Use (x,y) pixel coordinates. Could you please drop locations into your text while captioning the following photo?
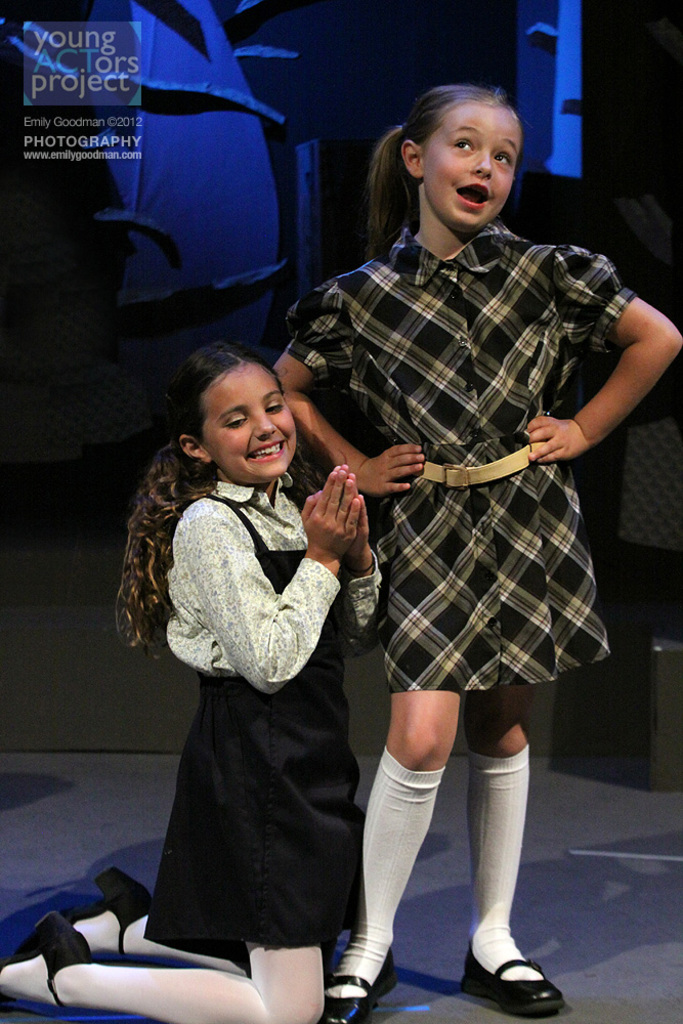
In this image I see 2 girls (292,494), in which this girl (244,591) is kneeling down and smiling and I see that this girl (439,449) is standing and I see the path (575,796) and it is a bit dark in the background (530,15) and I see the watermark (84,55) over here.
